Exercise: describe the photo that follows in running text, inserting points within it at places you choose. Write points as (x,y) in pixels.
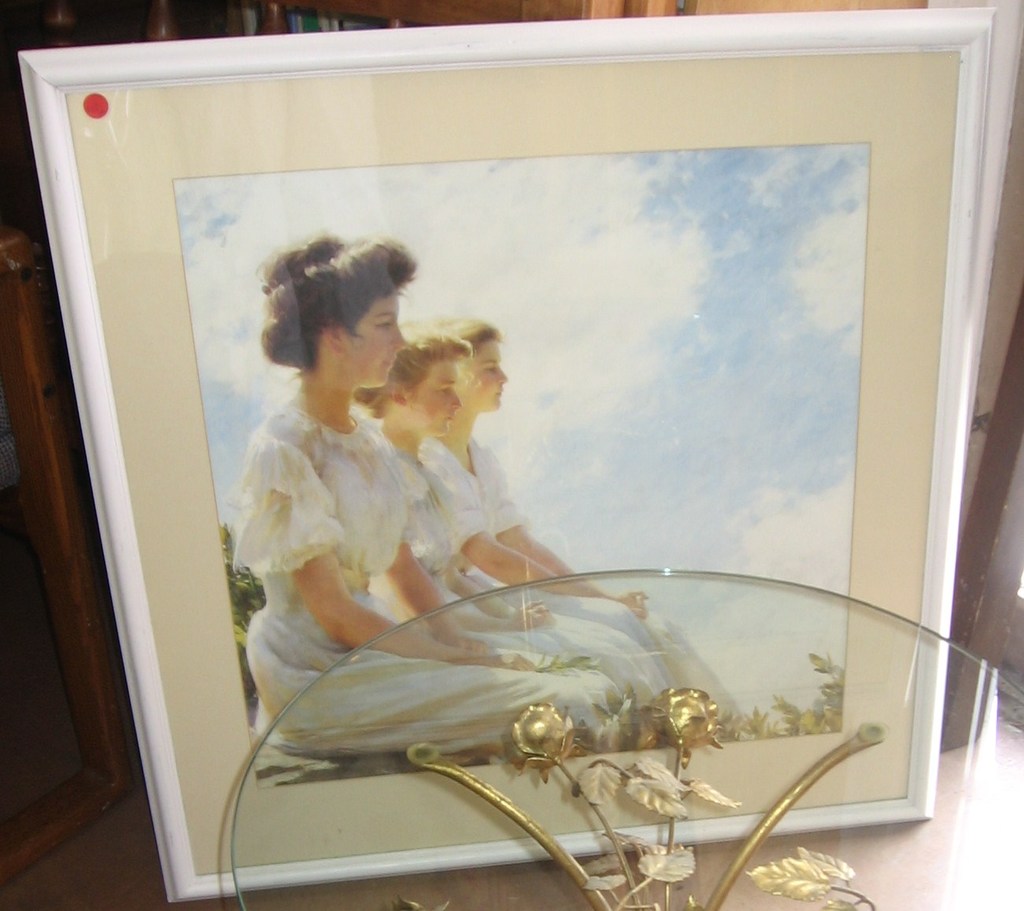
It's a photograph, in this a beautiful girl (309,335) is sitting, she wore a white color dress (364,599). Beside her 2 persons (476,333) are sitting and at the top (638,297) it's a sunny sky (768,380).
